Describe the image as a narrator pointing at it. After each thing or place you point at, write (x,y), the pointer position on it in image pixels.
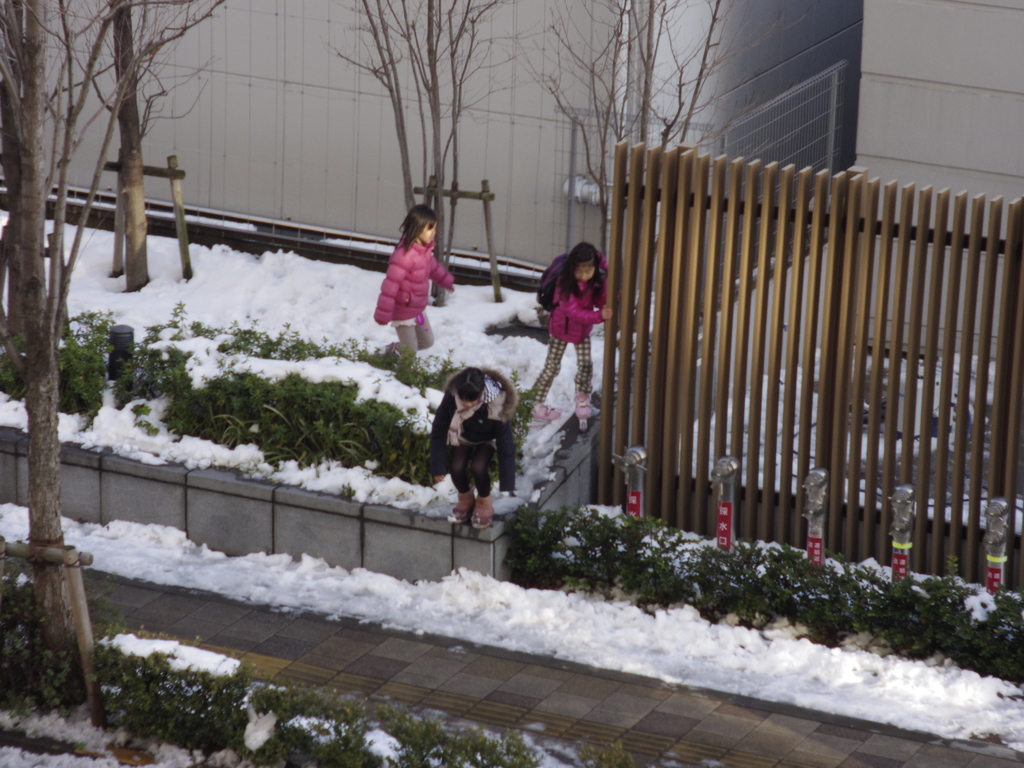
In the image there are three kids (596,304) two in pink jackets (588,291) standing beside a fence (603,440) on the snow land (498,624).
